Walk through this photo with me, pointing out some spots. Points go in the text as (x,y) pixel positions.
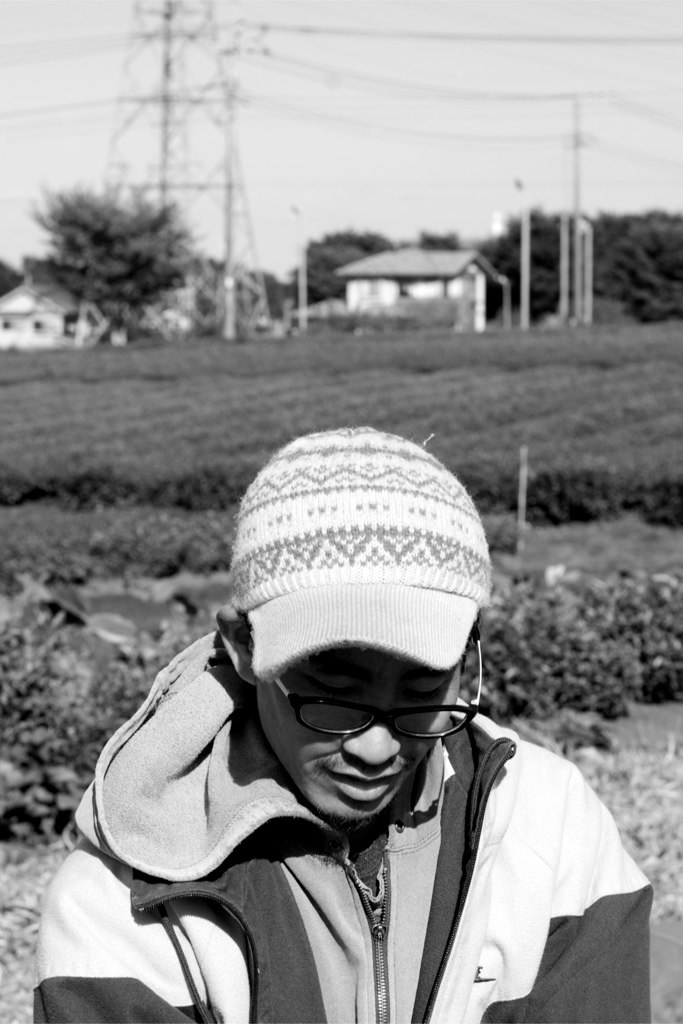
In this image I can see a person (239,780) standing wearing cap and jacket (450,832). Background (582,261) I can see few houses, trees (80,296), electric poles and sky (370,152). The image is in black and white.
